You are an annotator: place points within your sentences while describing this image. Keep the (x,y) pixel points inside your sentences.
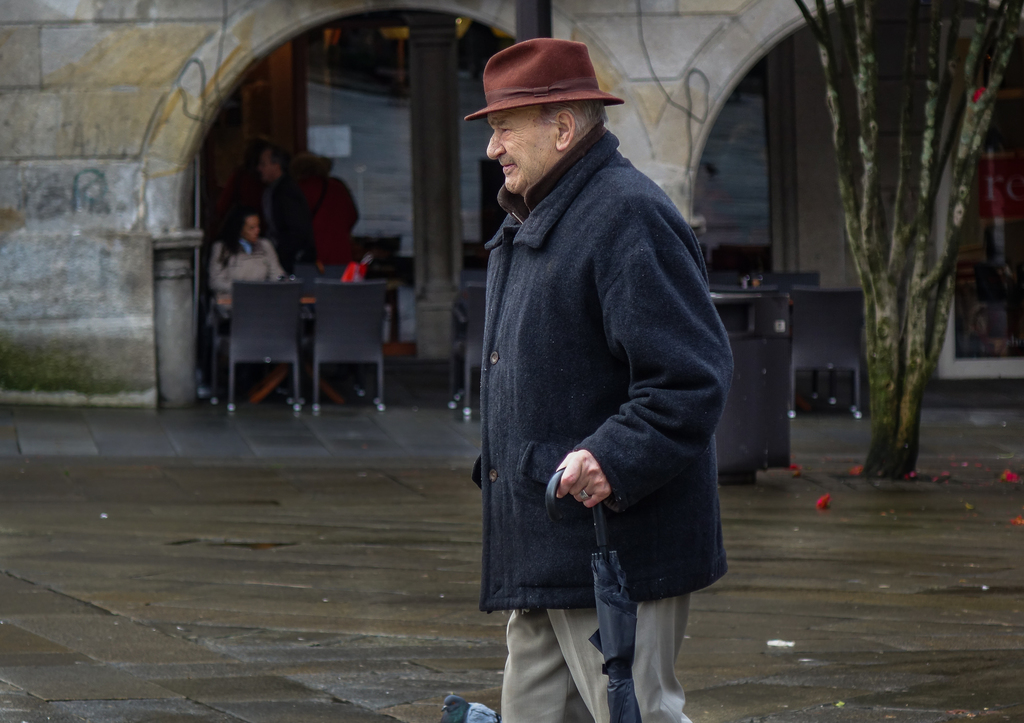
This picture shows a man (514,715) standing and holding a umbrella (562,478) in his hand (586,481) and he wore a hat (558,99) on his head (582,104) and we see few people (340,218) seated on the chair (329,293) and we see a tree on the right side (1017,47) and we see a building (666,188) and a bird (483,708) on the floor (425,698).
